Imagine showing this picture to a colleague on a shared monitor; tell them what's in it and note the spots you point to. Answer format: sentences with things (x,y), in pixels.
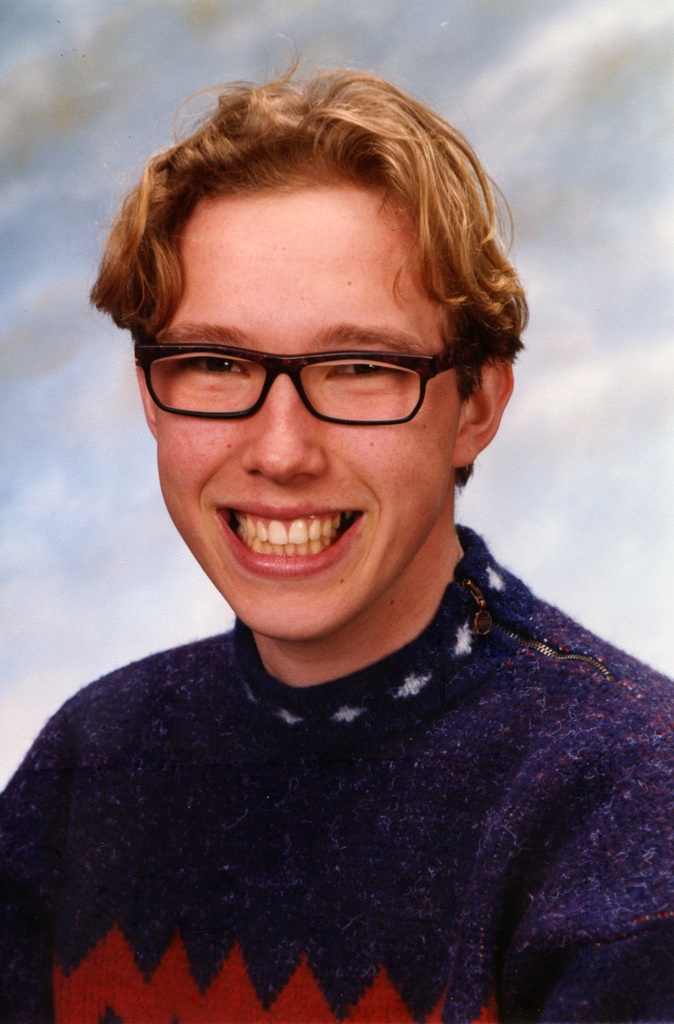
In this image, we can see a person (513,643) who is wearing a sweat-shirt (199,695) with his mouth (349,519) open and we can see his teeth (262,526) which are yellow in color and he is also wearing spectacles (299,366), his hair (456,269) is golden in color.
